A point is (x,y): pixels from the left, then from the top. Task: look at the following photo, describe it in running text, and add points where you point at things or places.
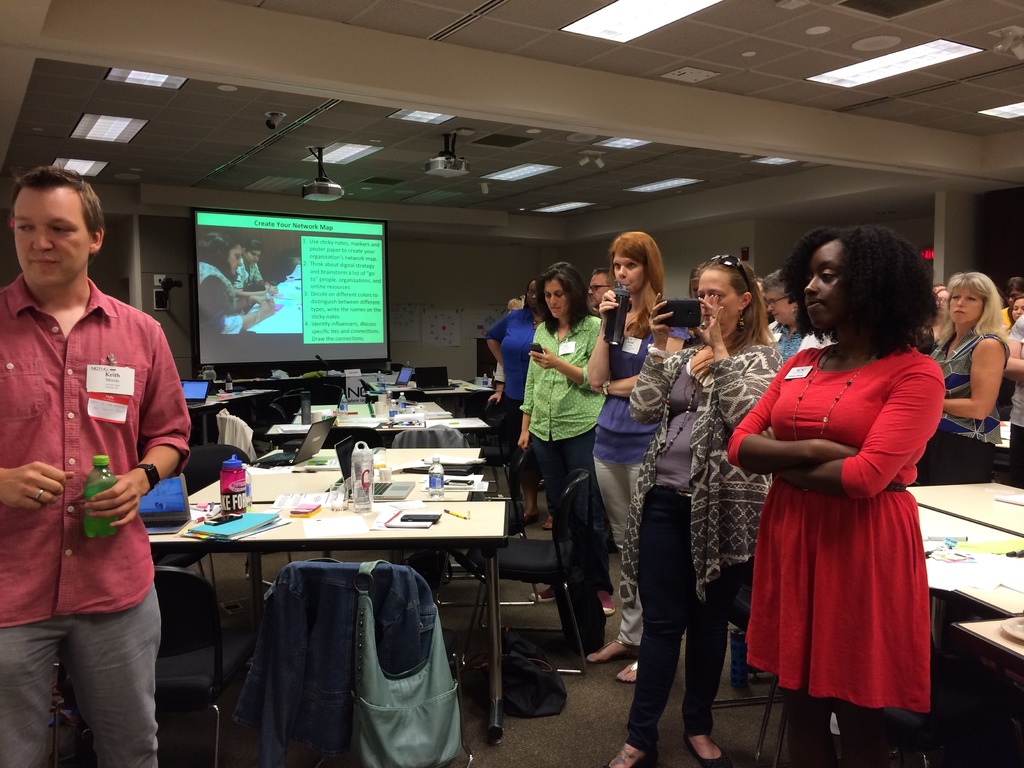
A man (65,280) is standing with a bottle (103,474) in his hand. There are some people (863,315) watching him.
